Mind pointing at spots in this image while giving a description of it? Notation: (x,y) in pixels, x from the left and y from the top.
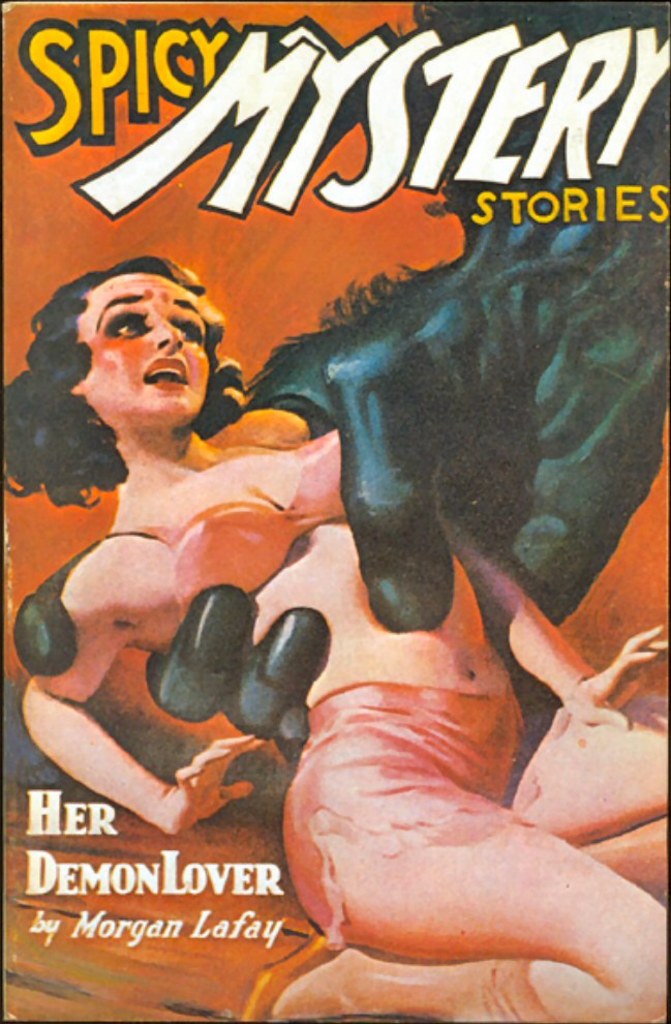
In this image I can see the cover page (388,354) of the book (239,770) which is orange in color on which I can see a huge black colored hand (365,537) is holding a woman (309,553). I can see few words (119,874) written on the page (274,216).
